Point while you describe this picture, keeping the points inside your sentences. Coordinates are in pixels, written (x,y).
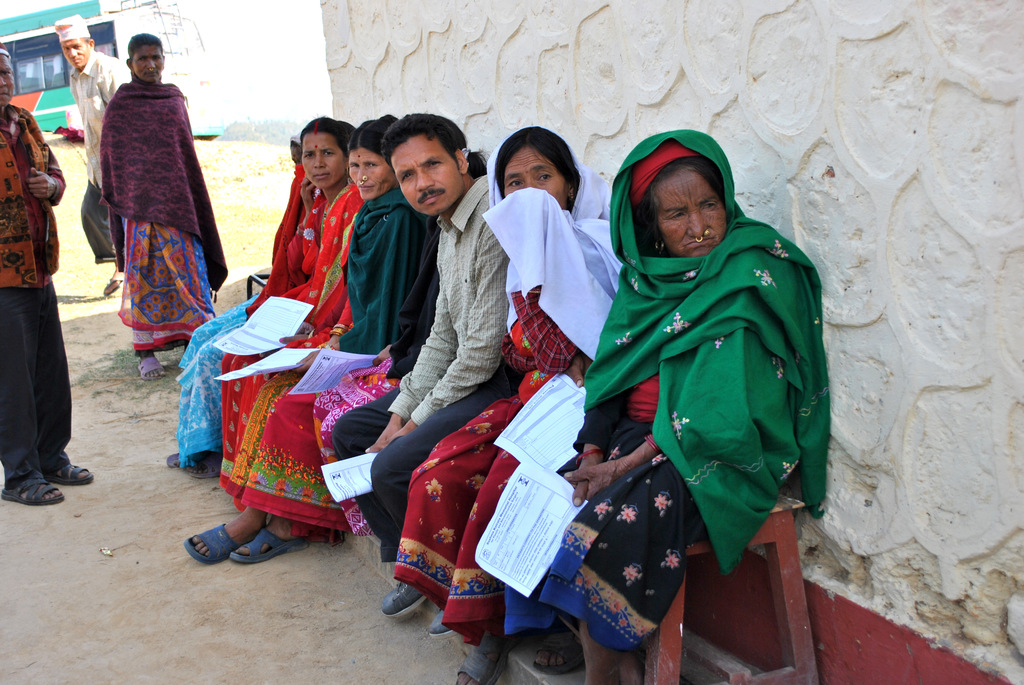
Few people (415,468) are sitting on bench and these people (2,165) are standing and these people (423,368) are holding papers (530,482), behind these people (563,245) we can see wall (917,187). In the background (240,71) we can see bus (201,75) and sky (264,106).
